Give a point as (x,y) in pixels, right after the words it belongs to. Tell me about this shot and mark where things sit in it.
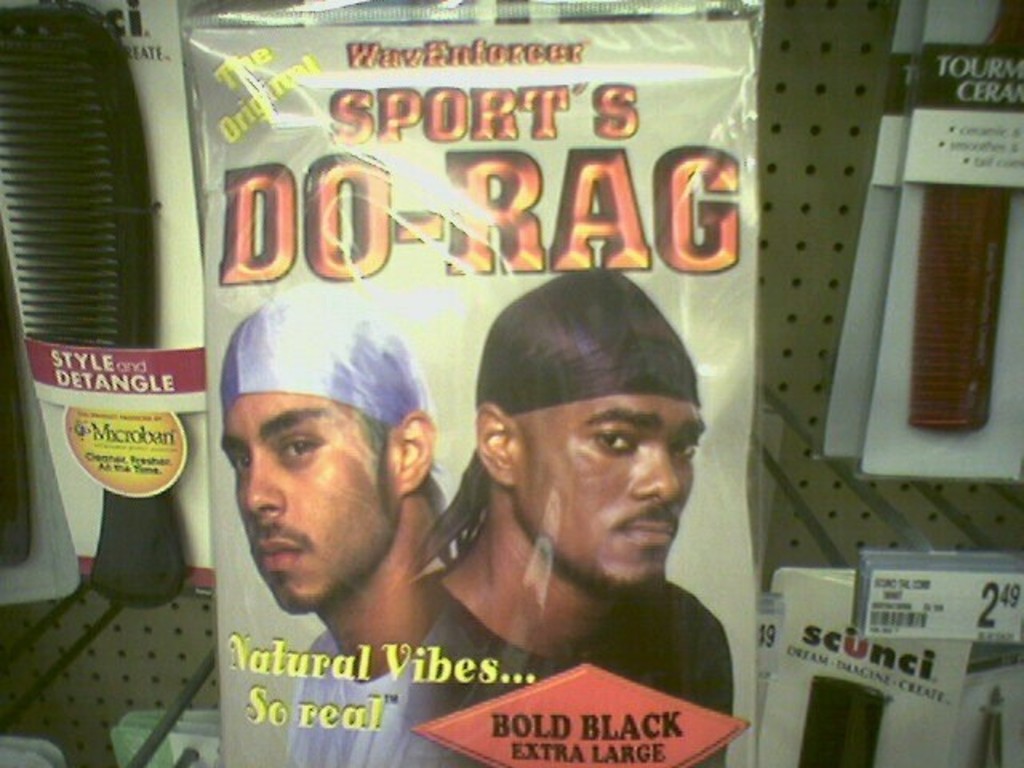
In this image, we can see a poster (486,412). In that poster (478,452), we can see two men (368,477). On the right side (839,723) and left side (98,257), we can see few combs (866,726) in packets (796,738). Background (787,202) we can see a board (787,188).
